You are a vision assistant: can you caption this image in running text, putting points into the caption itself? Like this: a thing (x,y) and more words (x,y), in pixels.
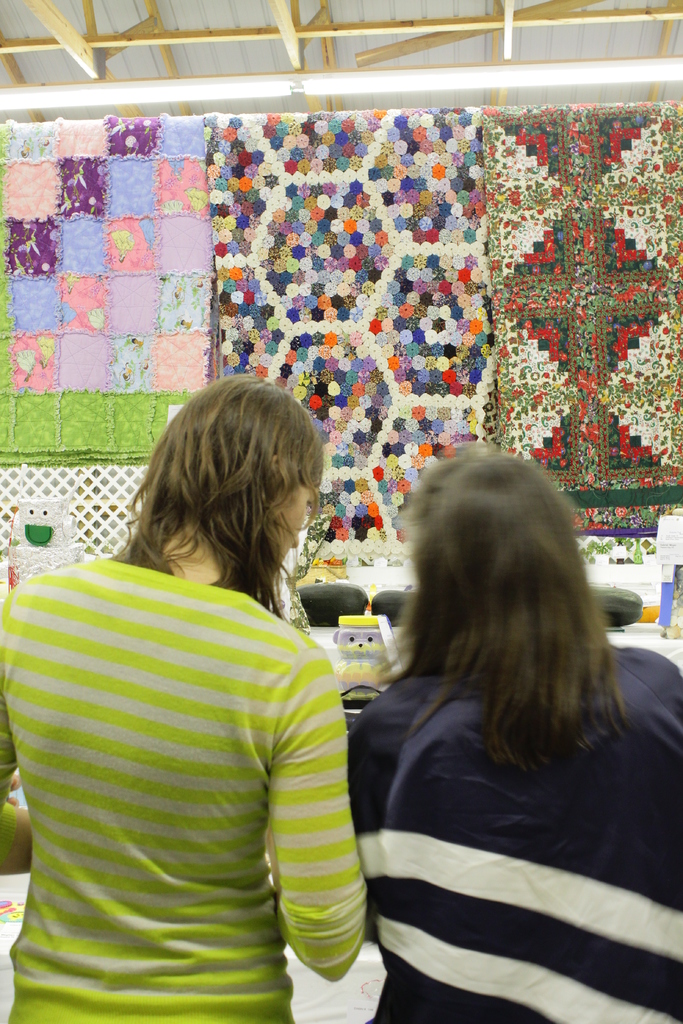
In the image in the center (390,670) we can see two persons (209,658) were standing. In the background (305,46) there is a roof (550,6), table (366,592), fence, toys (37,535), patchwork blankets (68,313) and few other objects (340,641).
